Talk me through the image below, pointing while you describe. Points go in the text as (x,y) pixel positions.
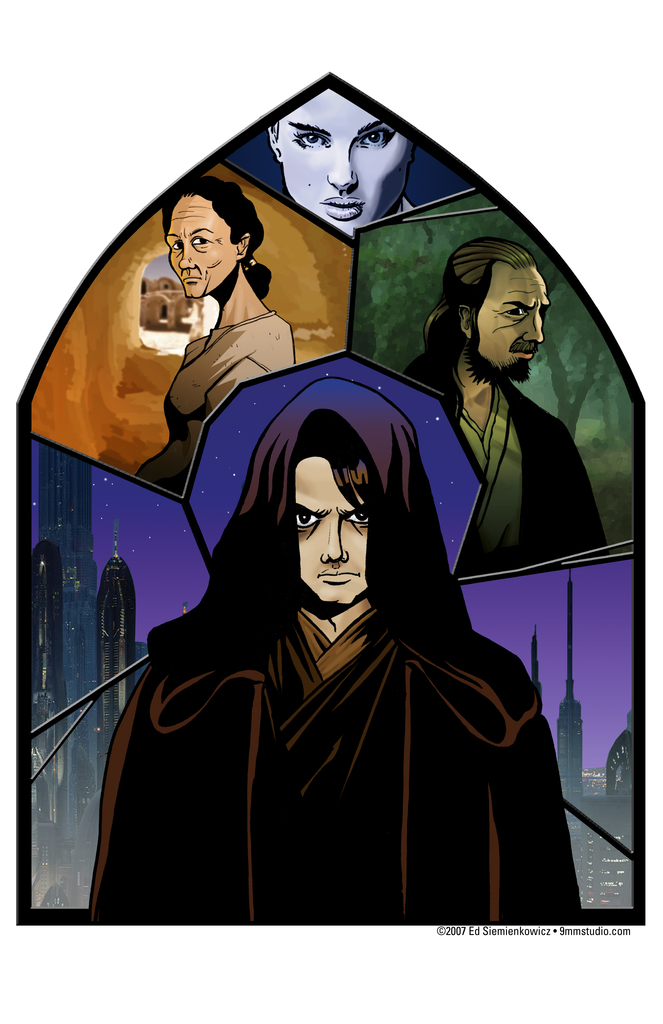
In the image we can see a poster (455,441), on the poster (470,462) we can see there are pictures (329,438) of four people (377,426), we can even see buildings (47,619) and the people (284,809) are wearing clothes (284,809).
